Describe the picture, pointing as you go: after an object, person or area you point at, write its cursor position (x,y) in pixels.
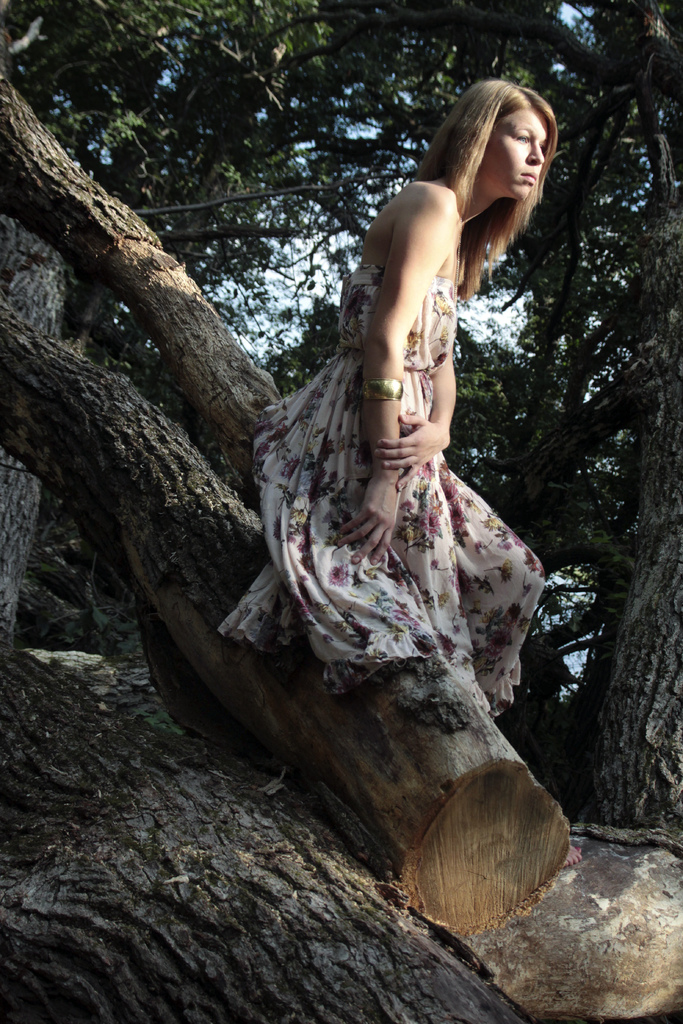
In this picture we can see a woman (457,288) in the middle (410,354), in the background (559,213) there are trees (544,232) and the sky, we can see a tree bark (325,910) on the left side (193,638).
